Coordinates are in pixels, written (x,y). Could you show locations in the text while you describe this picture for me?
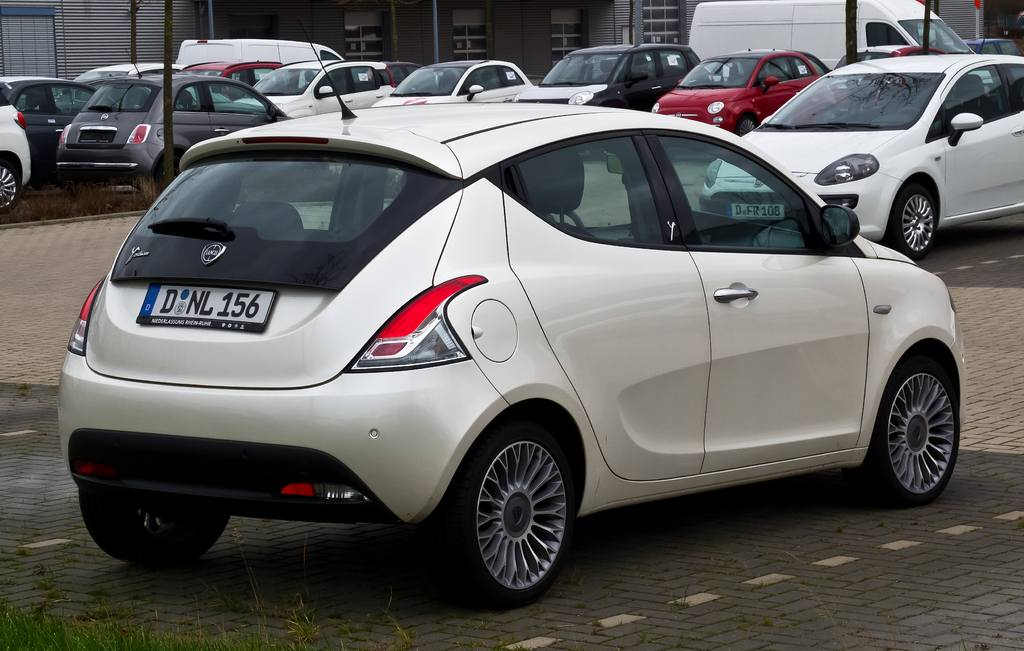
In this picture we can see some cars (706,118), on the left side (168,121) there is grass (75,187) and a pole (164,180), in the background (541,27) we can see a building (558,22) and two vans (719,29).
